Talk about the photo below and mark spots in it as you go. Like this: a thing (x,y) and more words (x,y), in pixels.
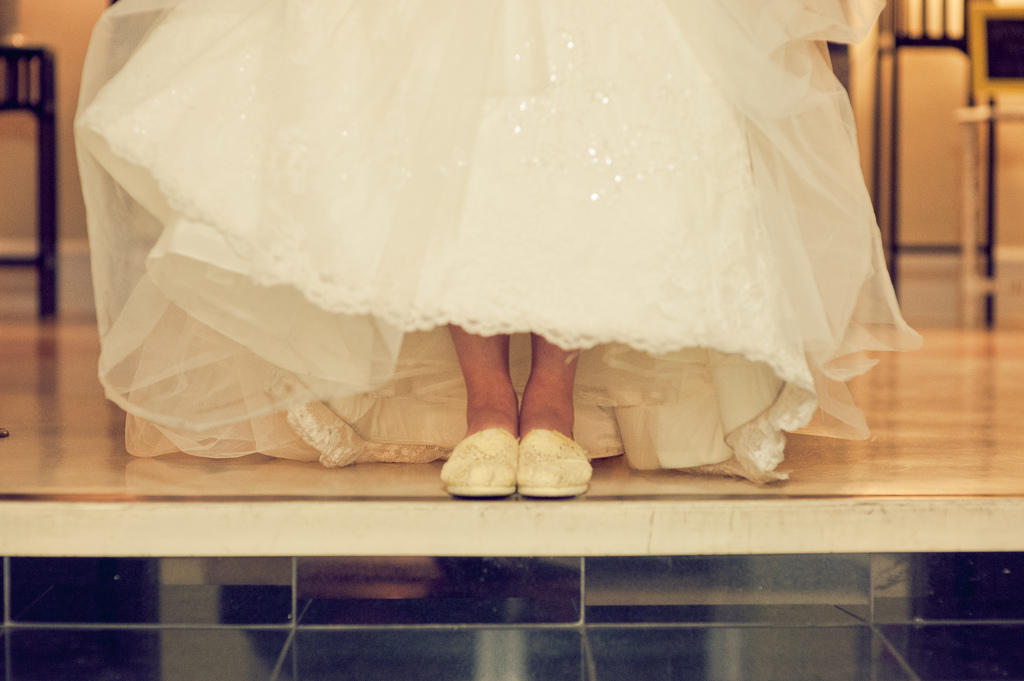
A person (138,169) is standing wearing a white gown (328,163) and white shoes (460,450).
